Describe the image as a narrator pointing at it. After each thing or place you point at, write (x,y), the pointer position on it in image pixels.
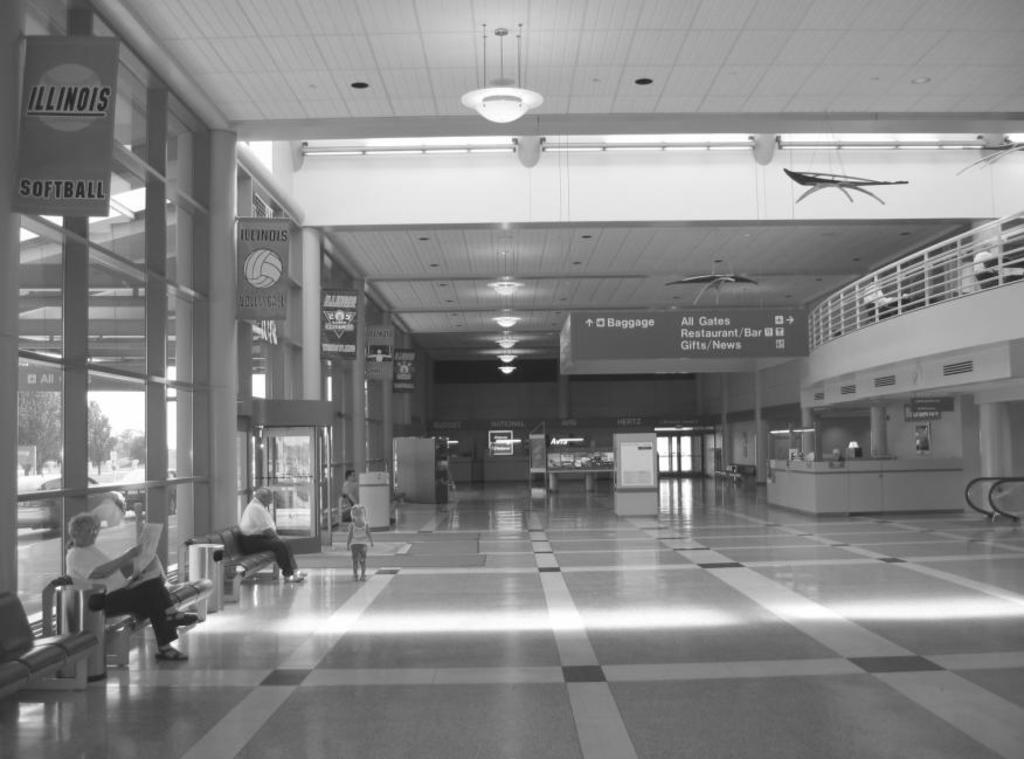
It is the black and white image which is clicked inside the hall (568,552). In this image there are two persons (259,524) sitting on the bench (226,540) on the left side (111,584). At the top (562,178) there is ceiling (583,81) with the lights (522,104). There are boards (114,126) which are attached to the pillars (223,297). In the middle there is an entrance (311,465). On the right side (848,468) there is a desk (826,469). At the top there are direction boards (641,345). On the right side (974,494) there is an escalator (990,491). At the top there are few people (995,284) sitting on the floor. In front of them there is a fence (1001,272).
